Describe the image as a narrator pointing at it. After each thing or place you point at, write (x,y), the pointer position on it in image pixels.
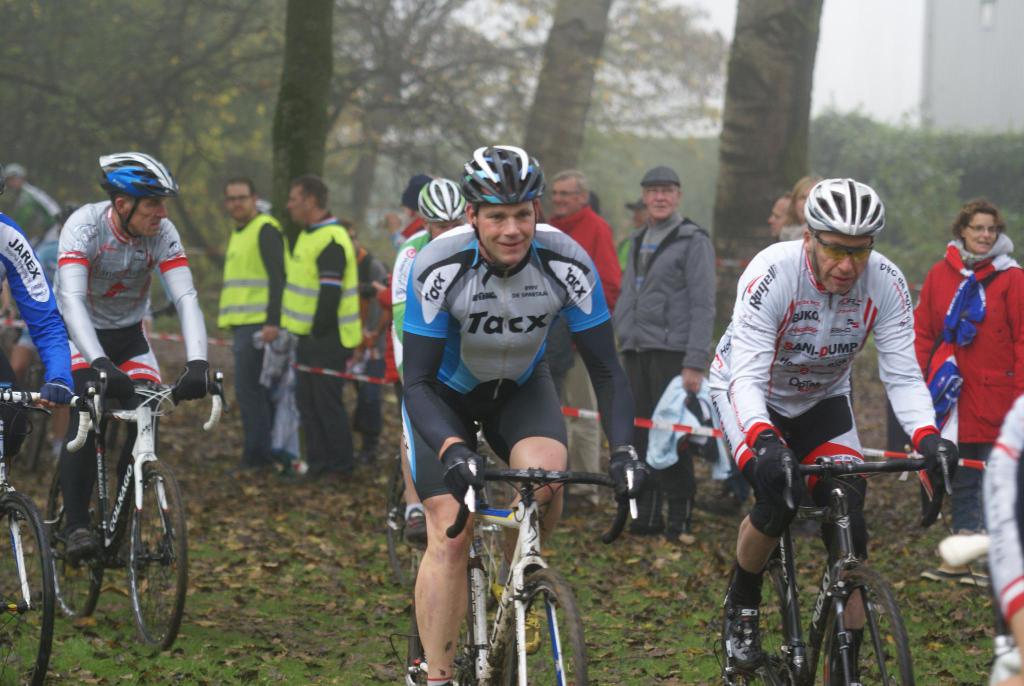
In this image we can see a crowd (783,455) of them some are riding bicycles (215,389) and some are standing on the ground (271,490). Other than this we can also see trees (524,82), sky (853,90) and shredded leaves (274,531).
